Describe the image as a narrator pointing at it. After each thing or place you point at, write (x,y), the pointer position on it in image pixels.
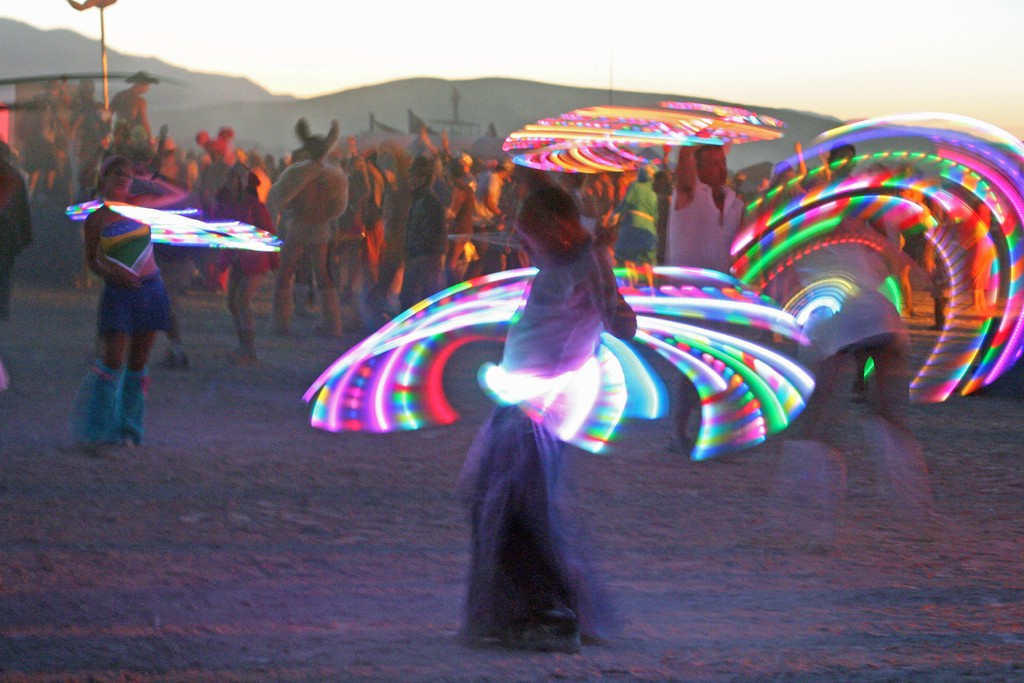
Here there are few persons (473,456) standing on the sand (369,490) and playing with the objects (614,389) which emits light (377,420) by their body (117,194) and hands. In the background (293,290) there are few persons (377,264), poles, objects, mountains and sky (1005,53).
